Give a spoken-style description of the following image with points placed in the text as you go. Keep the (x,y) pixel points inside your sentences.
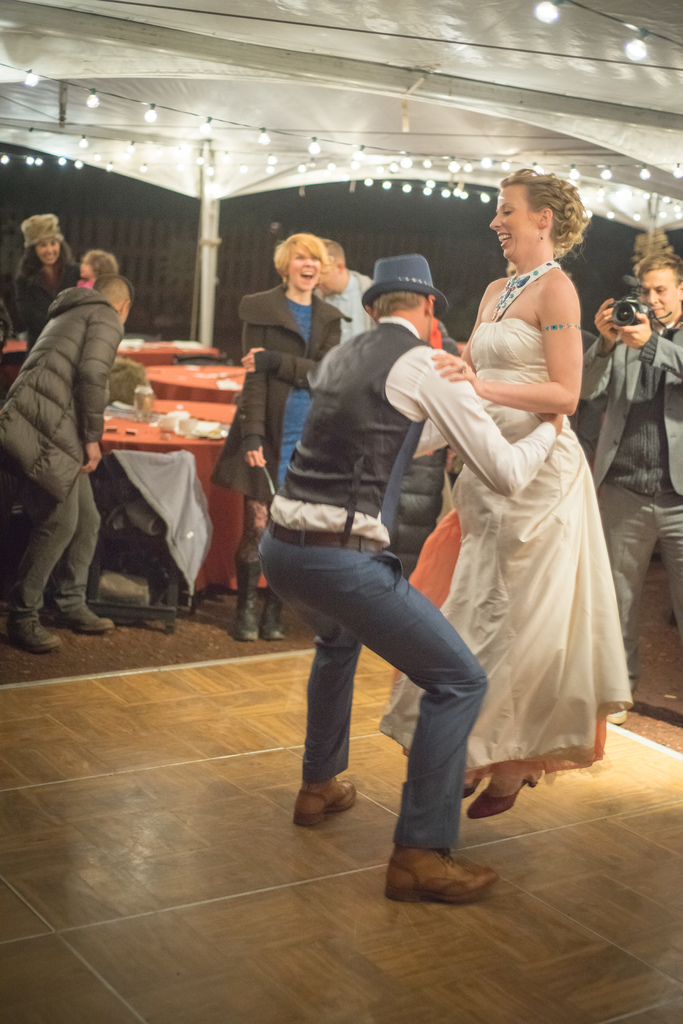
In this picture there is a man (352,515) and a woman (560,340) on the right side of the image (553,505), they are dancing and there are other people (38,250) in the background area of the image (651,434), there are lights (35,80) at the top side of the image (608,176).
